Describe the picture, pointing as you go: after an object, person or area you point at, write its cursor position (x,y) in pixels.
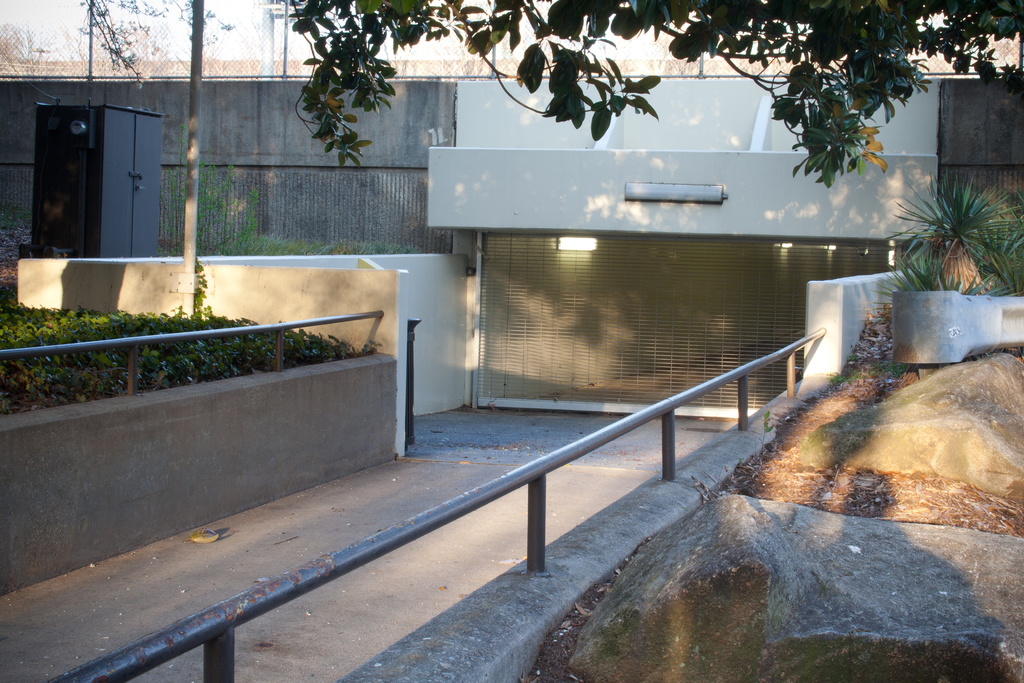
In the image we can see some fencing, plants (1016,239), trees (1015,9), poles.
